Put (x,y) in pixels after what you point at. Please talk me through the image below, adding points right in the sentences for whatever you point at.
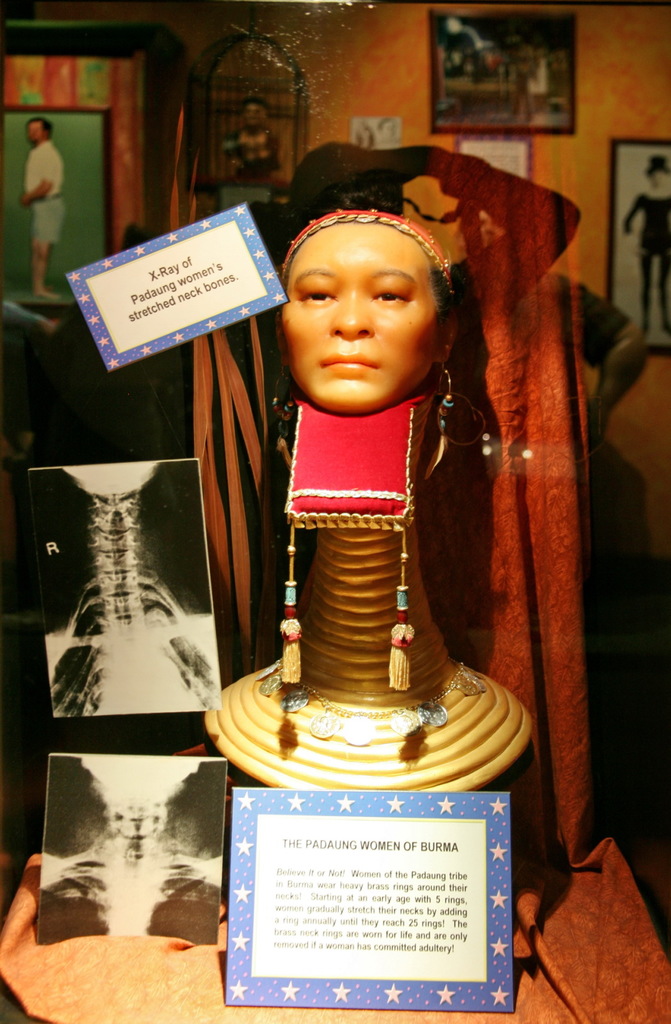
In this image there is a sculpture (286,613) near to the sculpture (413,447) there are x-rays (177,549) and cards (280,871) on that cards (412,862) some text (380,886) is written, in the background (190,56) there is a wall (571,7) to that wall (547,141) there are photos (535,85).
